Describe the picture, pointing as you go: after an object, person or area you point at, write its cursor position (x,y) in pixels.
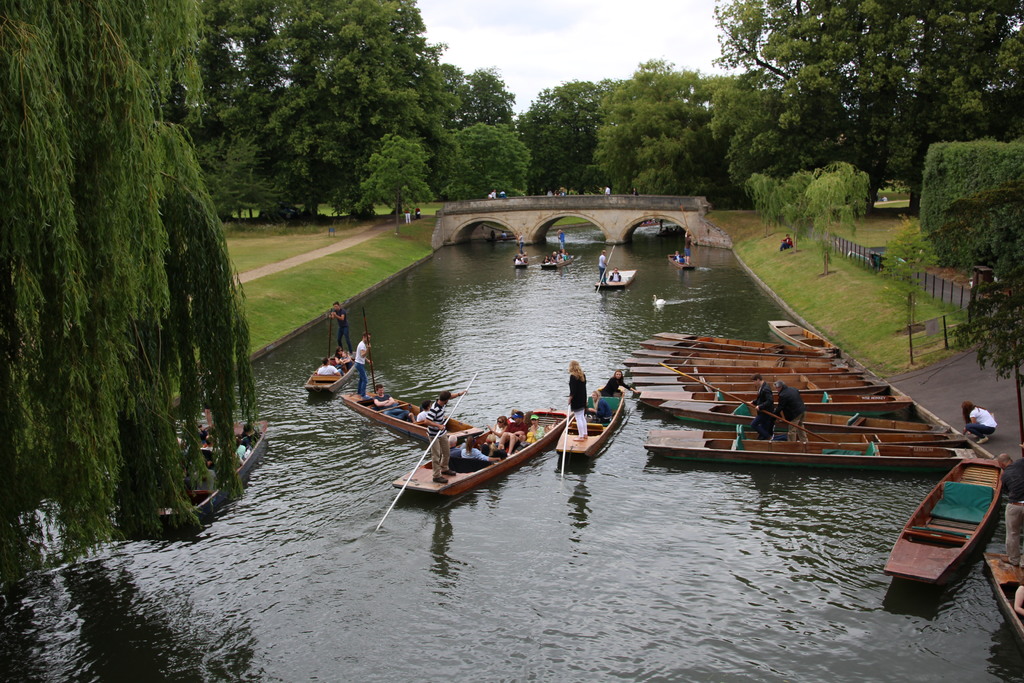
In this image few persons (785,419) are on the boat (484,433) which is sailing in the water (464,416). There is a bridge (493,219) having few persons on it. There is a person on grassland (876,324) having few trees (809,157). A person (979,416) is on the road (1005,404). Left side (35,110) there are few trees (75,84) on the grassland (354,274). There are few persons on grassland (337,280). Behind the bridge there are few trees (399,224). Top of image (601,71) there is sky (590,56). Few persons (445,466) are holding the poles (385,515) and standing on the boats (456,477).
